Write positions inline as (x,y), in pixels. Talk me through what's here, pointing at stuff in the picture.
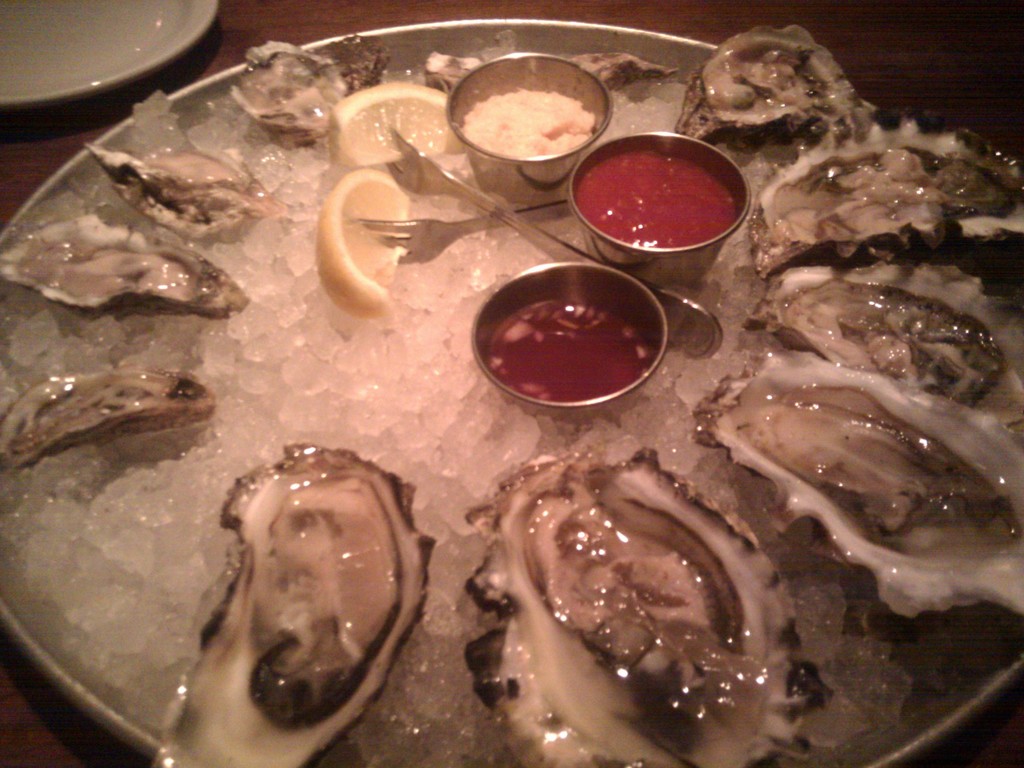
In the image we can see a table (1022,31), on the table (1022,31) we can see some plates (400,28). In the plate (399,73) we can see some food (729,193) and forks (441,224).
